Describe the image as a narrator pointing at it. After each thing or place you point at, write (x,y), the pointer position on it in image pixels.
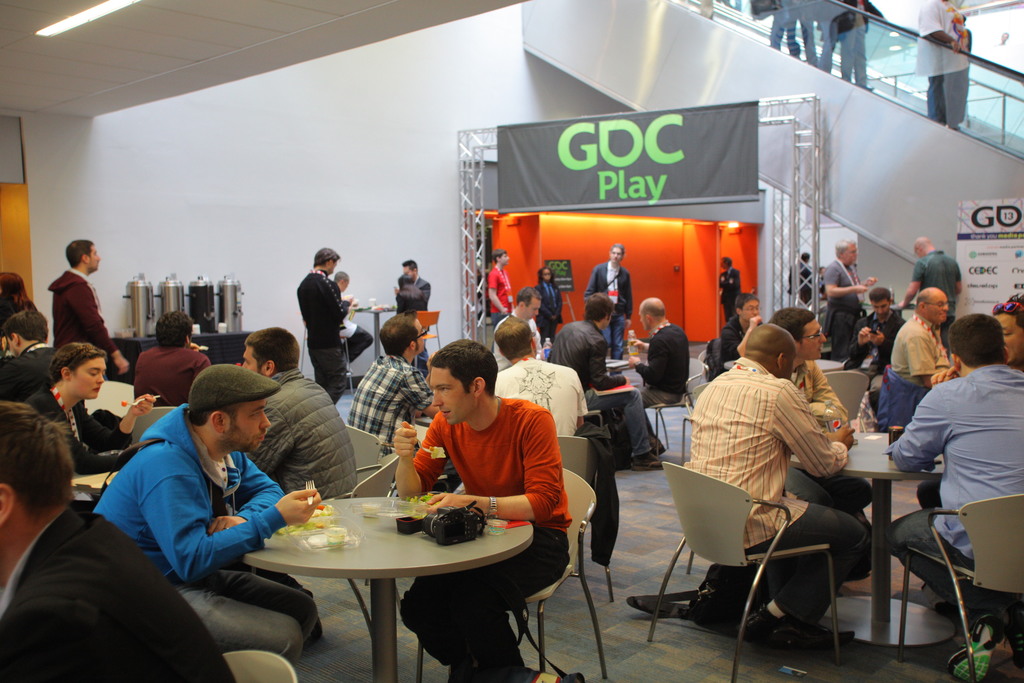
Most of the persons (506,370) are sitting on chairs (571,535). In-front of them there are tables (361,528), on this table (384,530) there is a camera (432,516), glass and food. A banner (688,150) is attached to the grill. On this stage (652,287) persons (724,284) are standing. Wall (620,232) is in orange color. Persons (842,41) are standing on a escalator (907,95). Far on the table (136,345) there are cylinders (144,305).
